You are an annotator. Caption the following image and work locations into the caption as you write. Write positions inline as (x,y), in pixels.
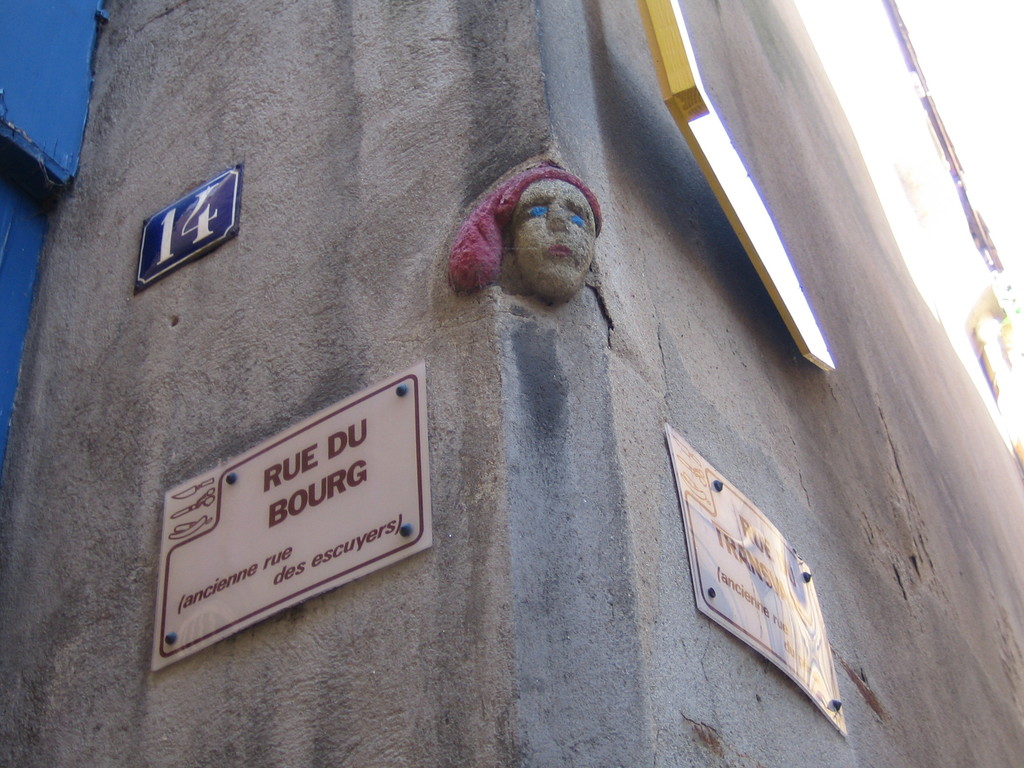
In this image I can see a wall (275,362) carved with a woman's face (542,190). I can see some boards (217,210) on this wall (843,453) with some text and numbers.
